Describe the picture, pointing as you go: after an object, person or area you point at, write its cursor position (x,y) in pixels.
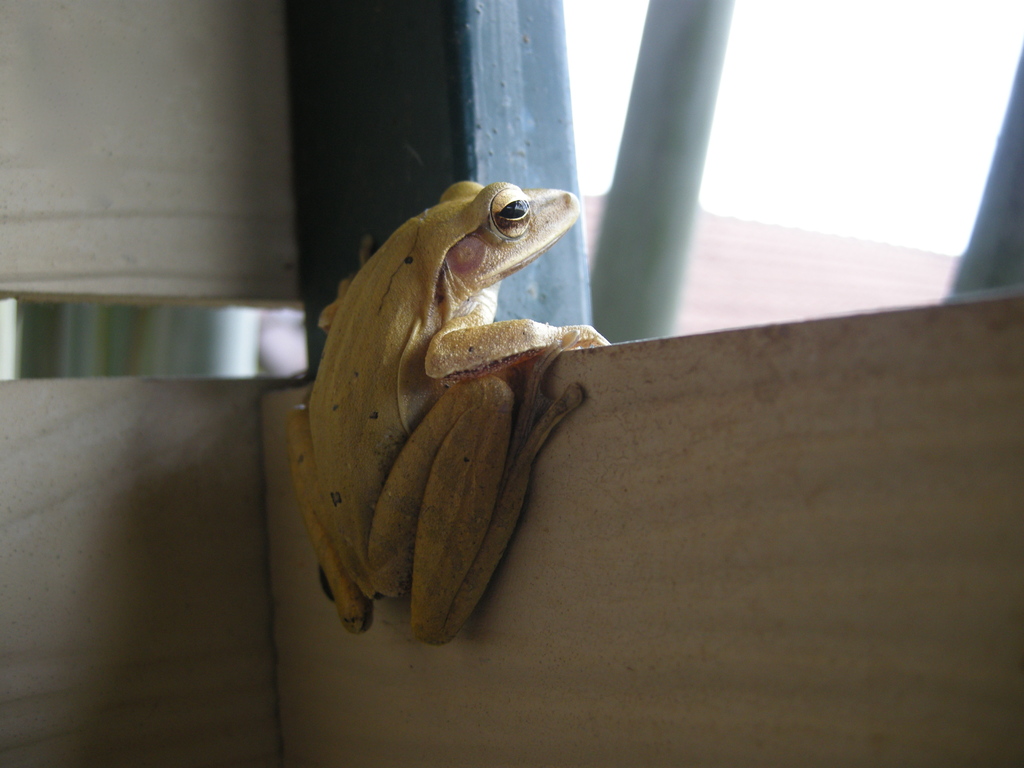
In this picture we can observe a frog (426,432) on the wall (770,491) and this is rod (640,223). On the background (725,289) we can see a roof (812,287) here, and this is sky (892,94).
